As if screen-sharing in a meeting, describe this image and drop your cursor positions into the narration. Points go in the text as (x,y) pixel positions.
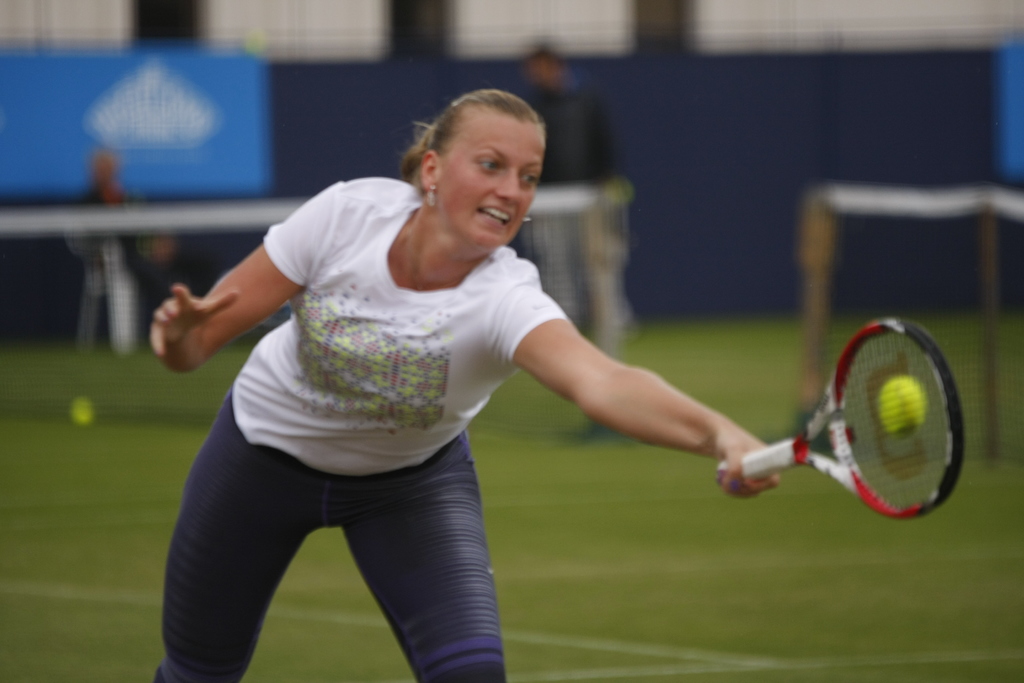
In the image we can see there is a woman (395,260) standing on the ground (374,615) and she is holding tennis racket (860,425) in her hand (727,474). There is ball (890,416) in the air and background of the image (961,376) is little blurred.
